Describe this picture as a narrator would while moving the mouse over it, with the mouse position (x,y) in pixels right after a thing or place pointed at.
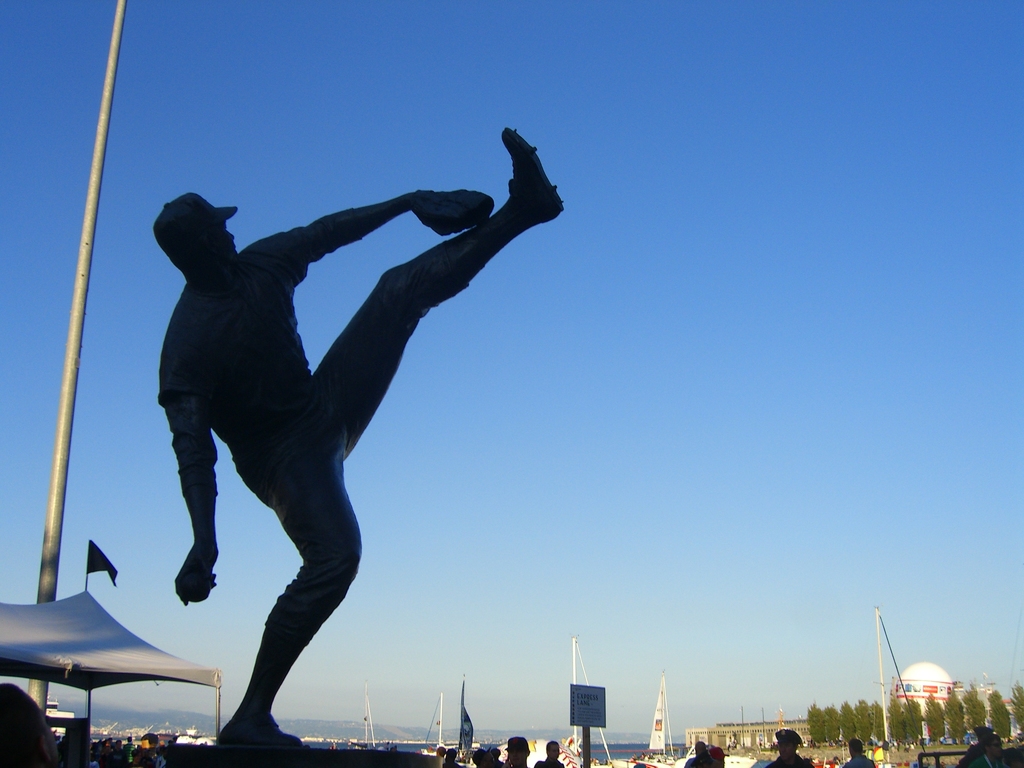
As we can see in the image there are few people (48,762) here and there, flags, trees (845,725) and there is sky (661,241).
